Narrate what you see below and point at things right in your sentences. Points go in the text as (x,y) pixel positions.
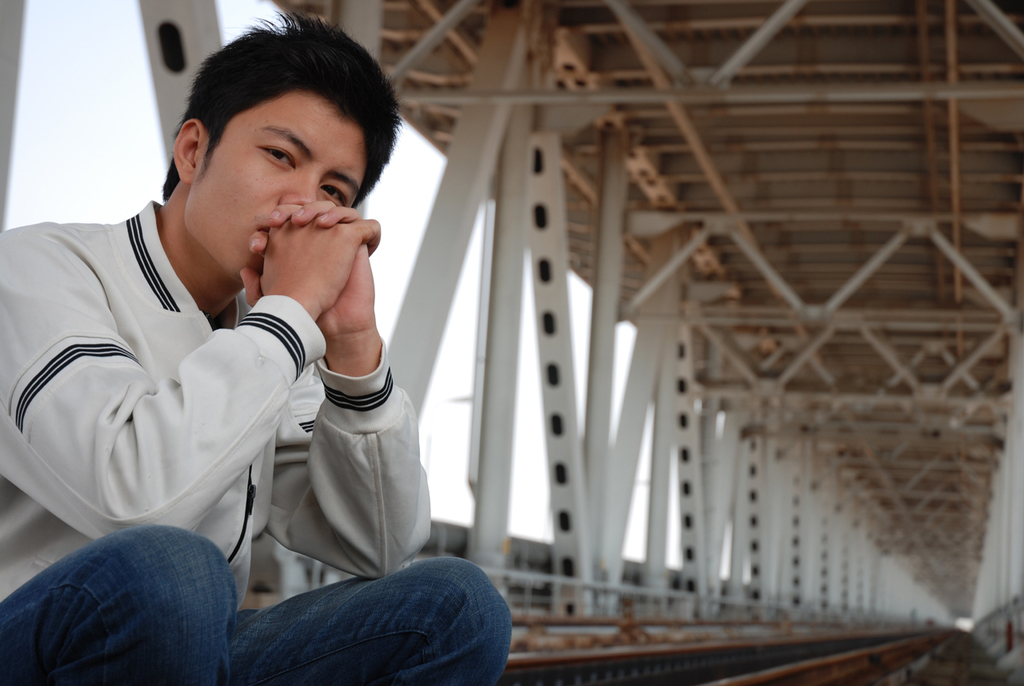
In this image, we can see a person (102,410) who is wearing white shirt (120,464) and blue jeans (214,604) is sitting on a bridge (836,534).
